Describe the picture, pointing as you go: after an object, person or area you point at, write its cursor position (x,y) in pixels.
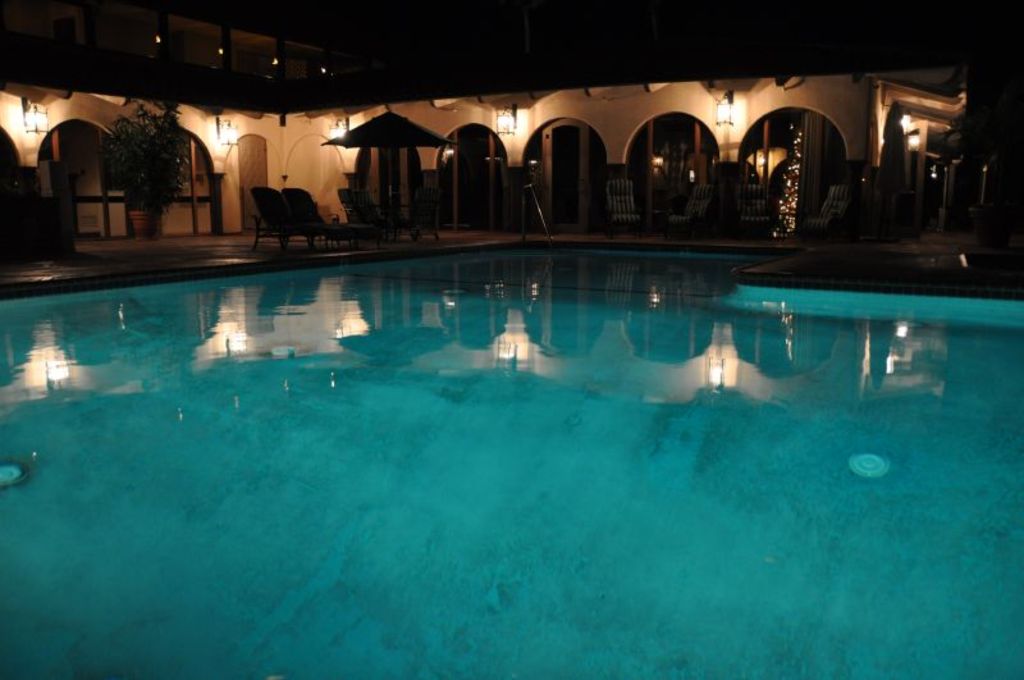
At the bottom of the image (640,480) there is a swimming pool (525,343). Behind the pool (82,357) there are chairs (828,205) on the floor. In the background (228,188) there arches (87,148), pillars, lamps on the walls (199,131). And also there are trees (1001,191).
